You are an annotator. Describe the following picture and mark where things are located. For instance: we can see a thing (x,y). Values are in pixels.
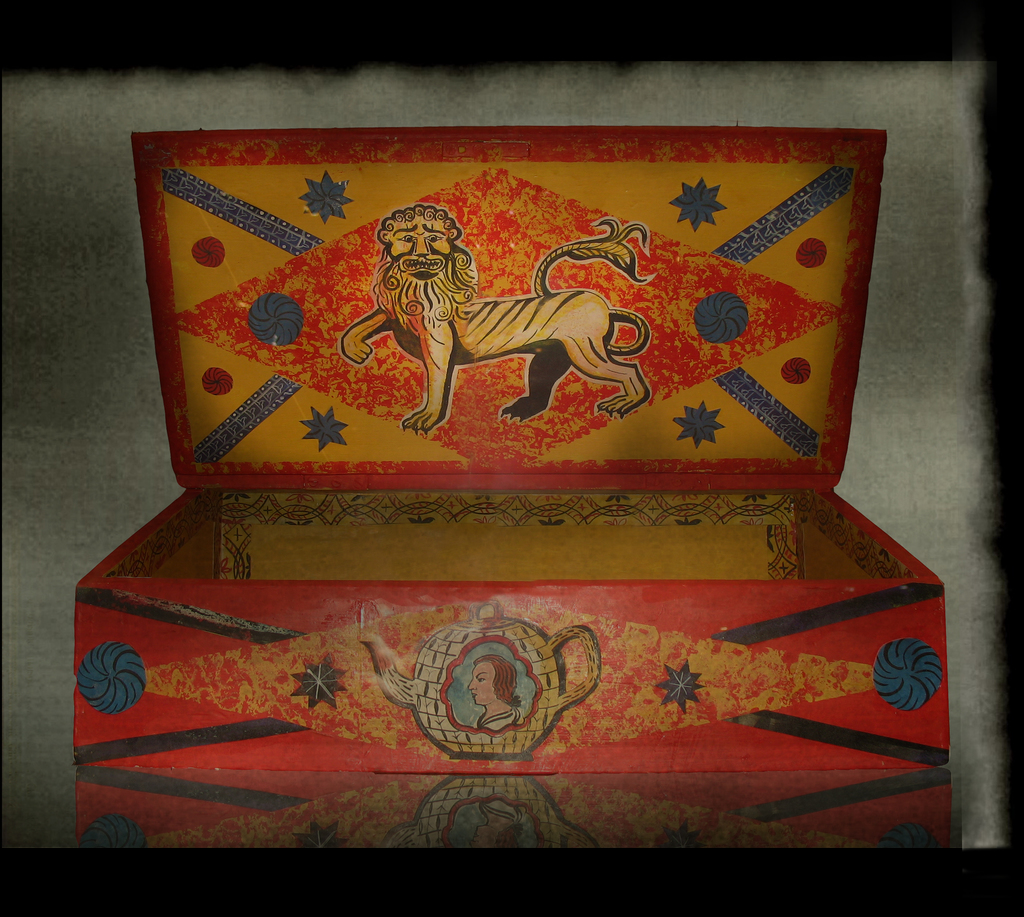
In the image we can see a colorful wooden box (430,586). On it there is a painting (506,343) of an animal (465,356) a person (473,685).
